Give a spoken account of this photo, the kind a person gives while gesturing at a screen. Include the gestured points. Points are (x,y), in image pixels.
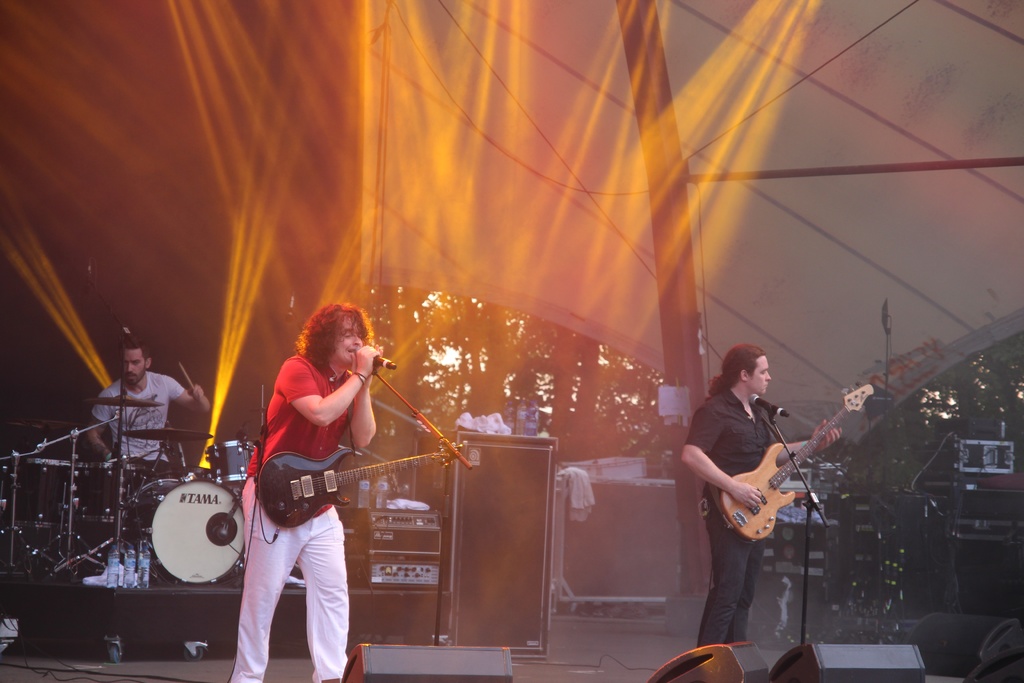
As we can see in the image there are three people (154,388) two of them are holding guitars (295,464) in their hand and singing song on mics (764,407) and the man (146,416) who is sitting on left side (108,442) is playing musical drums (148,436).
